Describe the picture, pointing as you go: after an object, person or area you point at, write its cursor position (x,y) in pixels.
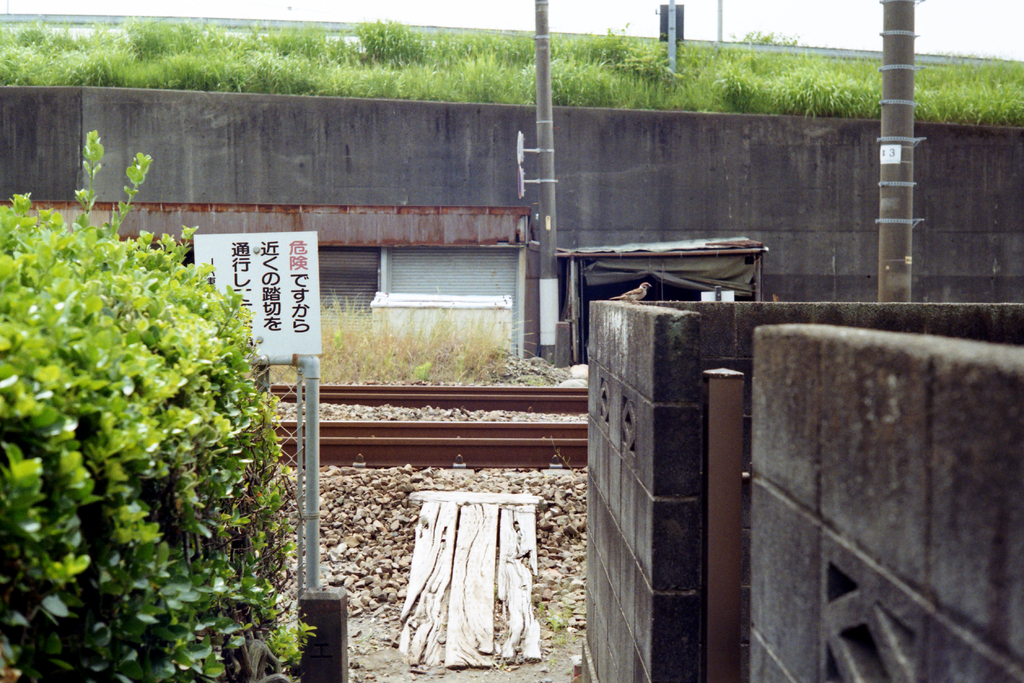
In this image I can see in the middle (681,238) railway track (464,393) and poles (889,256) and the wall (637,144) and grass (572,75), in the foreground (788,487) I can see bushes (130,492) and the wall (779,512).
